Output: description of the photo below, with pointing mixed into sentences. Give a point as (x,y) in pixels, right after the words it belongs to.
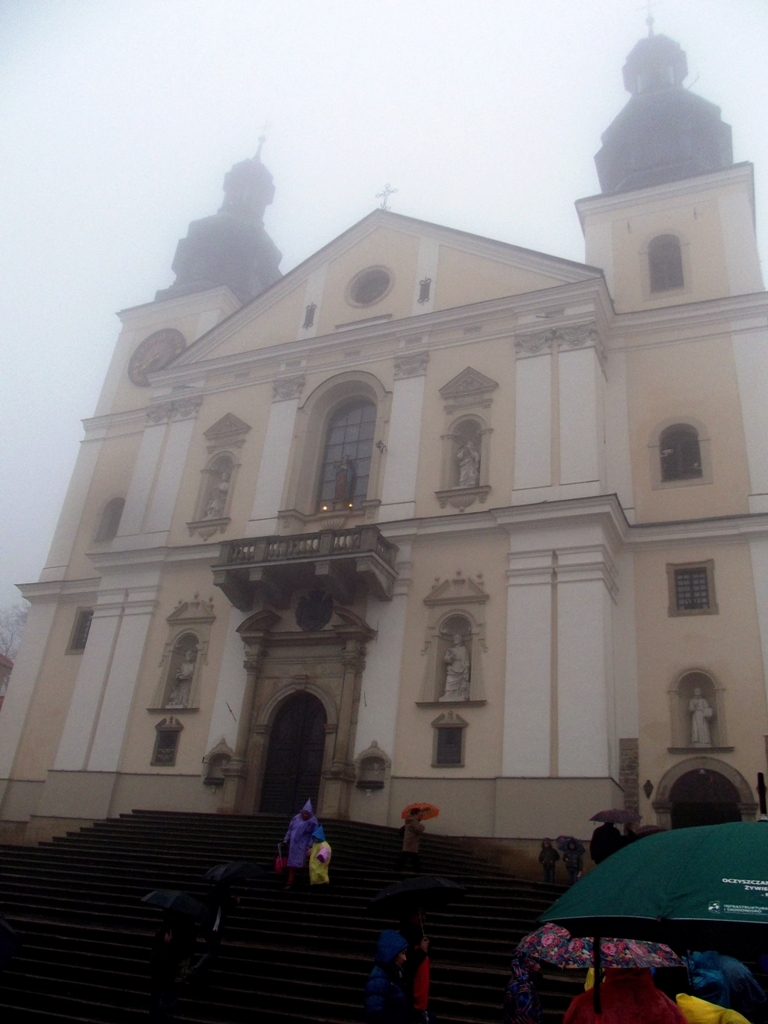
In this image I can see there is a building (229,791), it has few windows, stairs (504,910), there are few people (528,1007) wearing raincoats (650,1023), carrying umbrellas (636,964) and the sky (206,94) is foggy.
